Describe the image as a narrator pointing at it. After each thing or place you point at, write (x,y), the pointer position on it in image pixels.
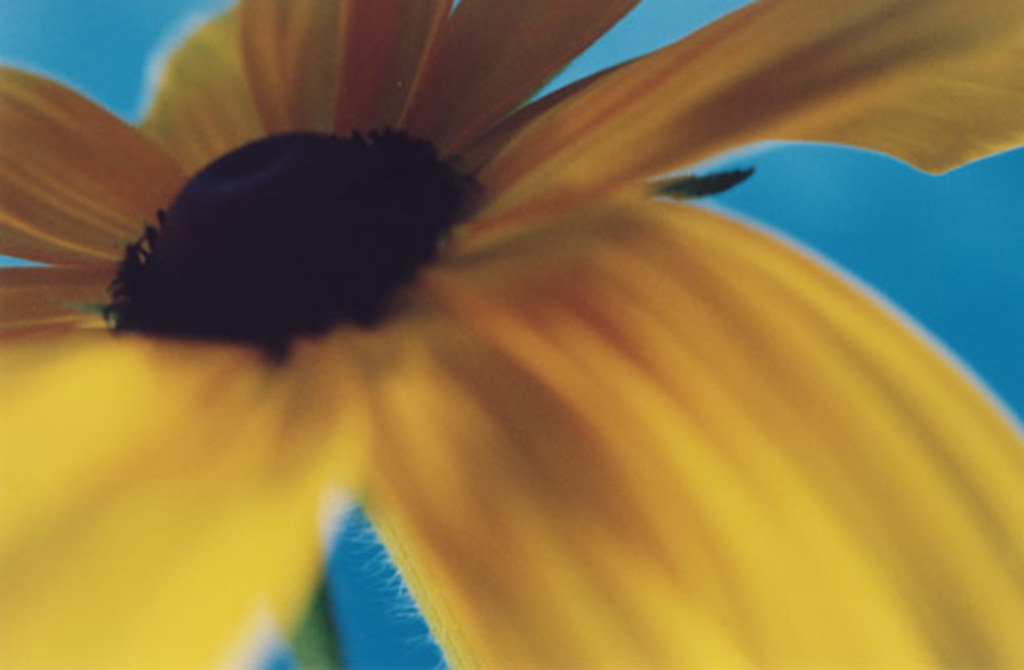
This is a zoomed in picture. In the foreground (296,71) we can see the flower (379,200). The background of the image (834,180) is blue in color.
